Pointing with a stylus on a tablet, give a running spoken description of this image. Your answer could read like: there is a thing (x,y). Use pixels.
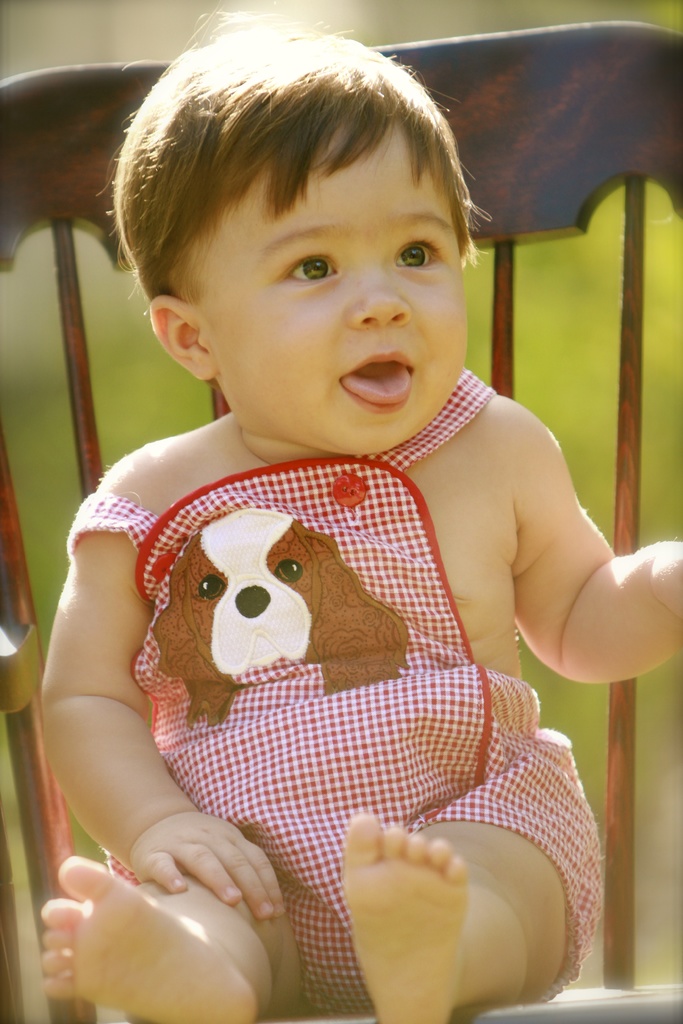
In this image a kid (198,65) is wearing pink and white color dress (346,573) and sitting on a chair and background (560,5) is blurry.
